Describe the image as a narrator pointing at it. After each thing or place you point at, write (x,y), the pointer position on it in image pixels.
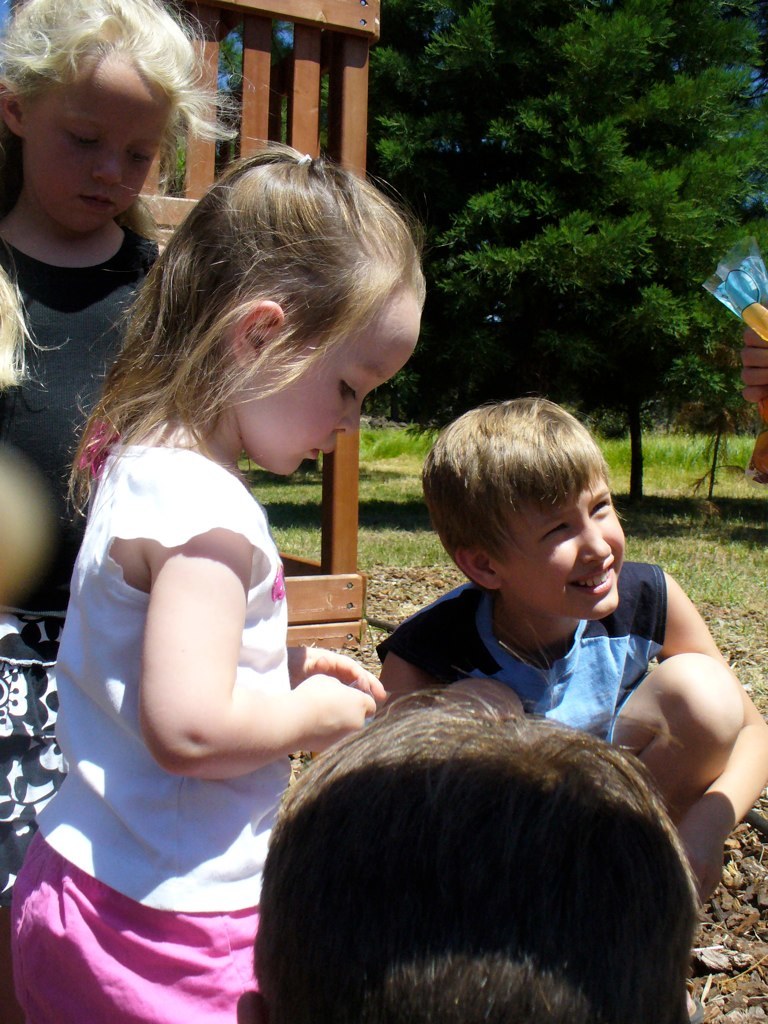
In this picture we can observe some kids (232,529) on the land (696,526). We can observe some grass (284,545) on the ground (667,500). In the background (540,271) there are trees (545,177). One of the kids (537,613) sitting on the ground (684,518) is smiling.
